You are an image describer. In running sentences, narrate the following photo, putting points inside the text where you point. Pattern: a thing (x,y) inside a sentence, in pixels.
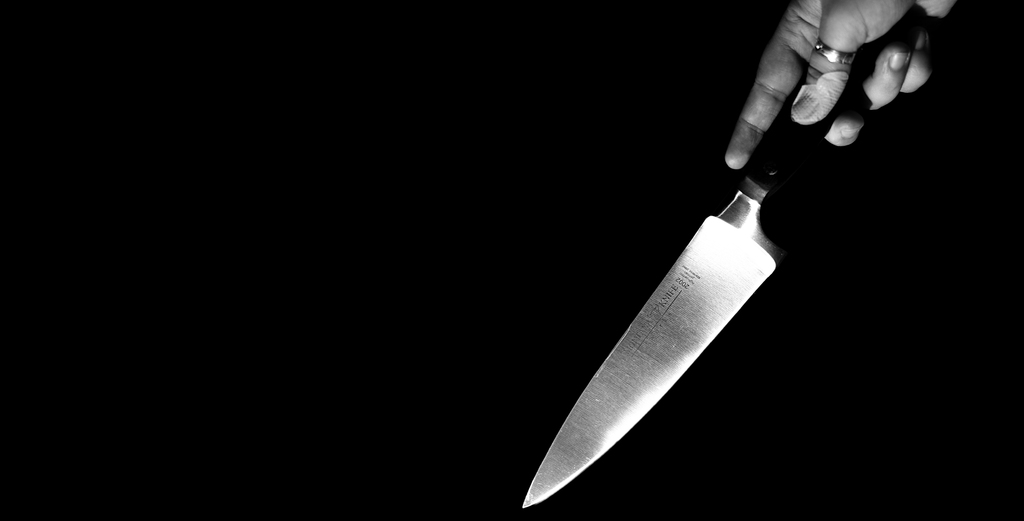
It is a black and white image. I can see a person's hand (790,72) holding a knife (730,309). The background (679,433) looks dark.
